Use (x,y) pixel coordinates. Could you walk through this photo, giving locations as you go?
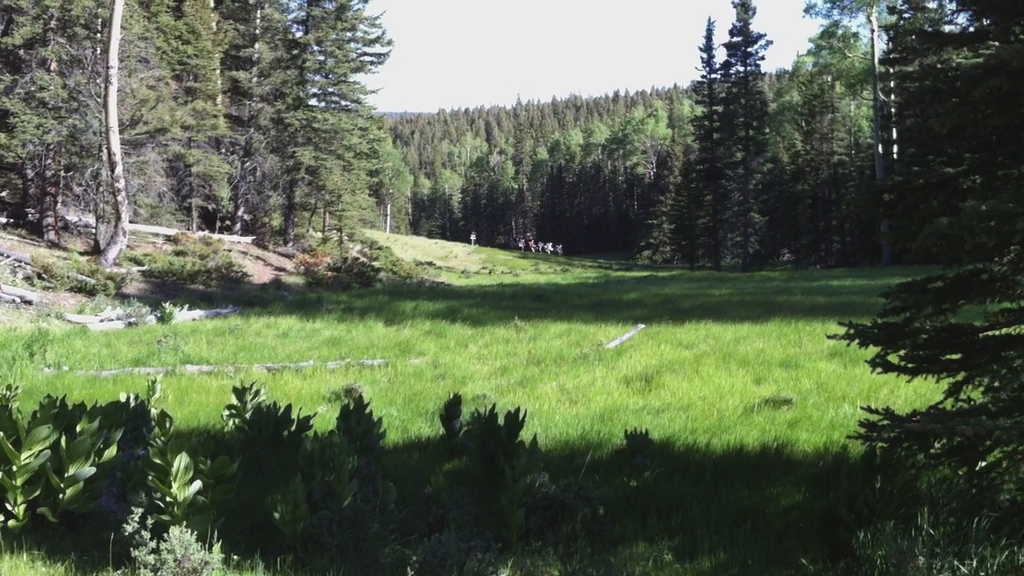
These are the trees (524,150) with branches (826,144) and leaves (988,460). Here is the grass (652,357), which is green in color. I can see the small bushes (191,248). This is the sky (527,55).
